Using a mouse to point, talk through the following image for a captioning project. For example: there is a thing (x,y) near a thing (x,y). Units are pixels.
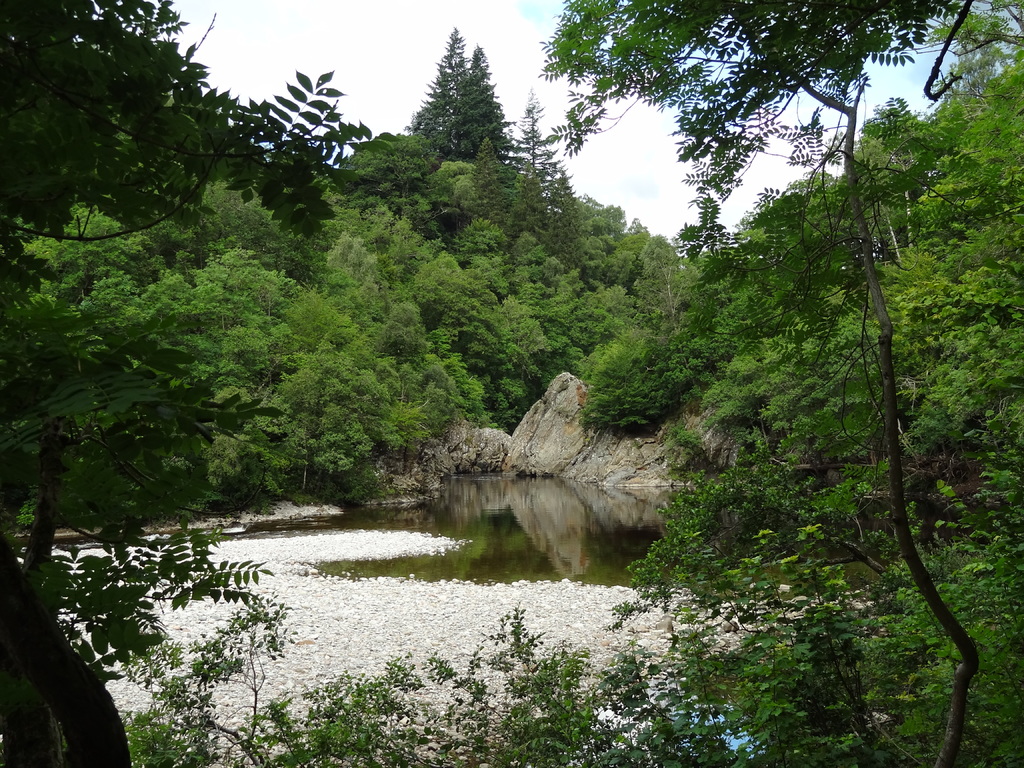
In this picture we can see water (535,576) and few rocks (681,594) and in the background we can see trees (900,539) and the sky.
